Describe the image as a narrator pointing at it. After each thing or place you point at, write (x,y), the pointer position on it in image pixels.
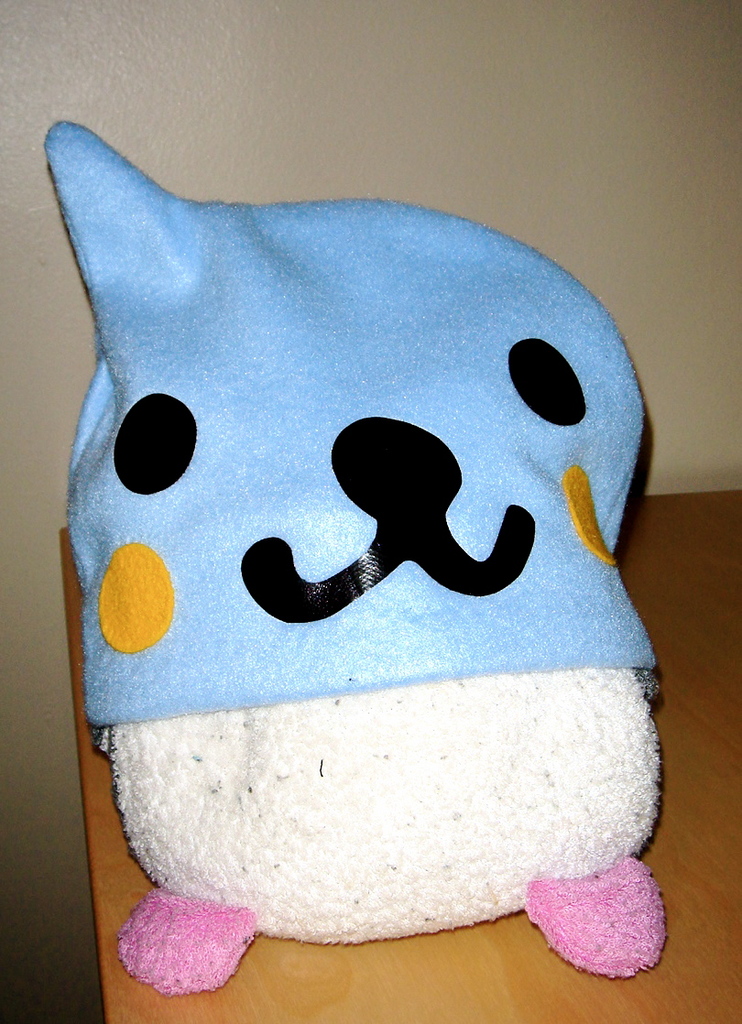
In this picture I can see a toy (336,877) on the table (741,788), and in the background (489,83) there is a wall (664,313).
